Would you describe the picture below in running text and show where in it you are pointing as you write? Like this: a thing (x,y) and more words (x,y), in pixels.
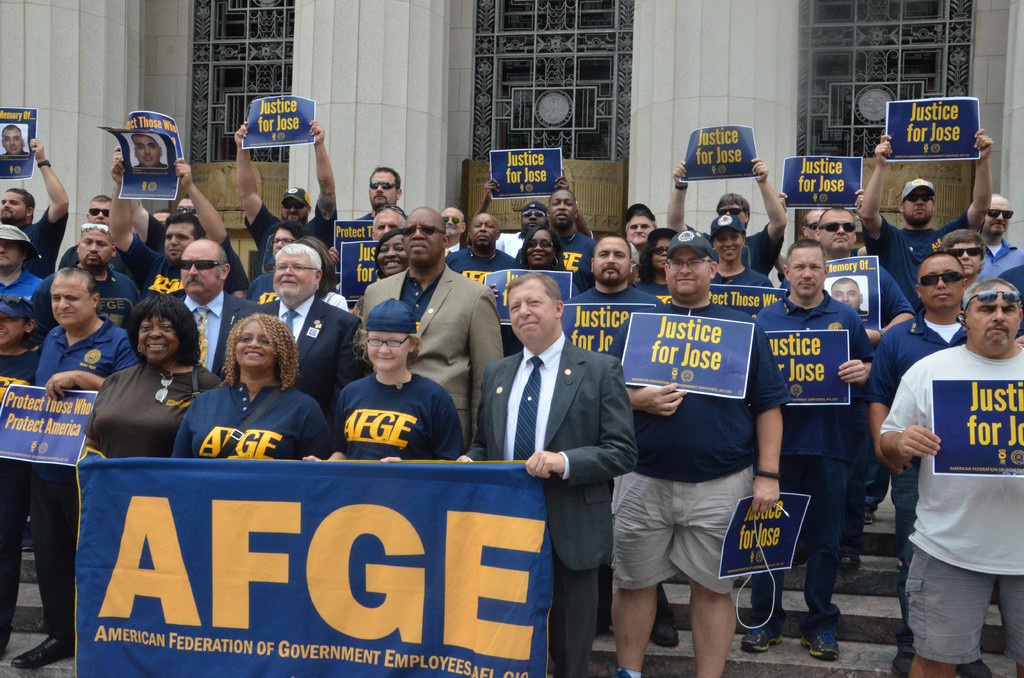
There are many people (296,290) holding posters (601,315). In the front (297,385) few are holding a banner (317,555). Some are wearing caps (667,248) and goggles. In the back (204,41) there is a building (589,40). Also there are steps (866,549).
